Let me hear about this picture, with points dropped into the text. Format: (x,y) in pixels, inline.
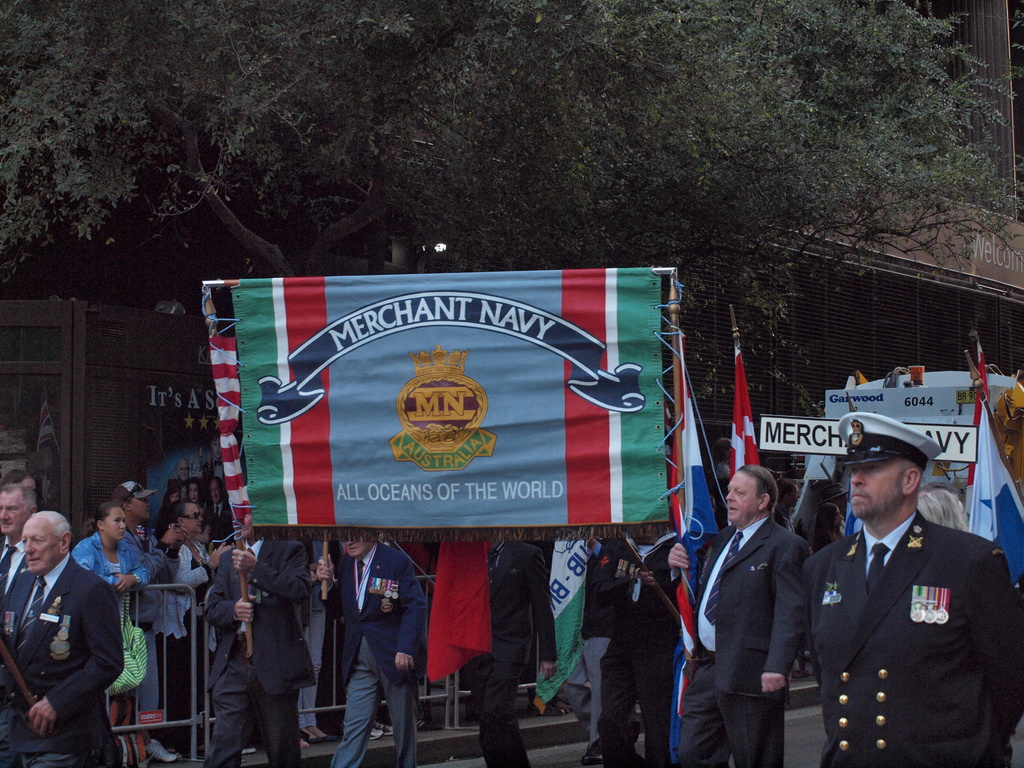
In this image we can see a group of people (395,667) standing. In that two men (279,639) are holding a banner (236,299) with the sticks (242,605) and some are holding the flags (682,664). We can also see a fence (328,657), a board (944,430) with some text (776,437) on it, a building (1015,336) with a metal grill (780,397) and a tree (309,194).
